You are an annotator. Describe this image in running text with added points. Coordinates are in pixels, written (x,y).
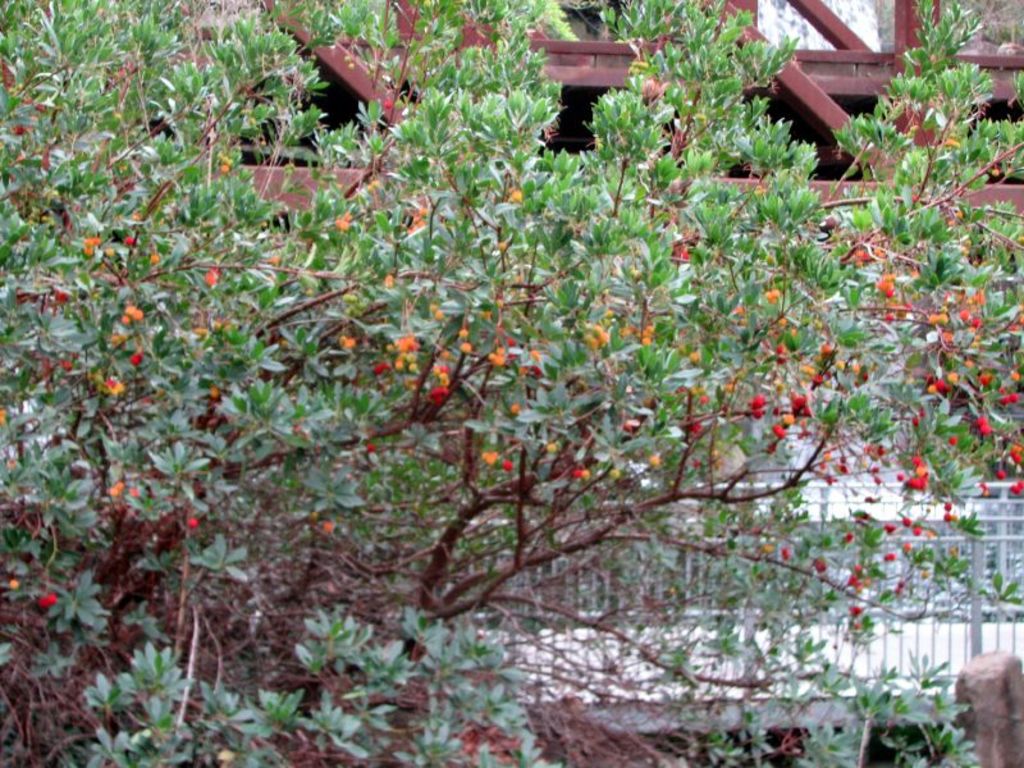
In the foreground of the image (394,341) we can see a tree (107,432) with leaves (857,221) and fruits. And we can see wooden structure (595,39) at the top (566,74). One railing (938,551) is there in the background of the image (703,567).
